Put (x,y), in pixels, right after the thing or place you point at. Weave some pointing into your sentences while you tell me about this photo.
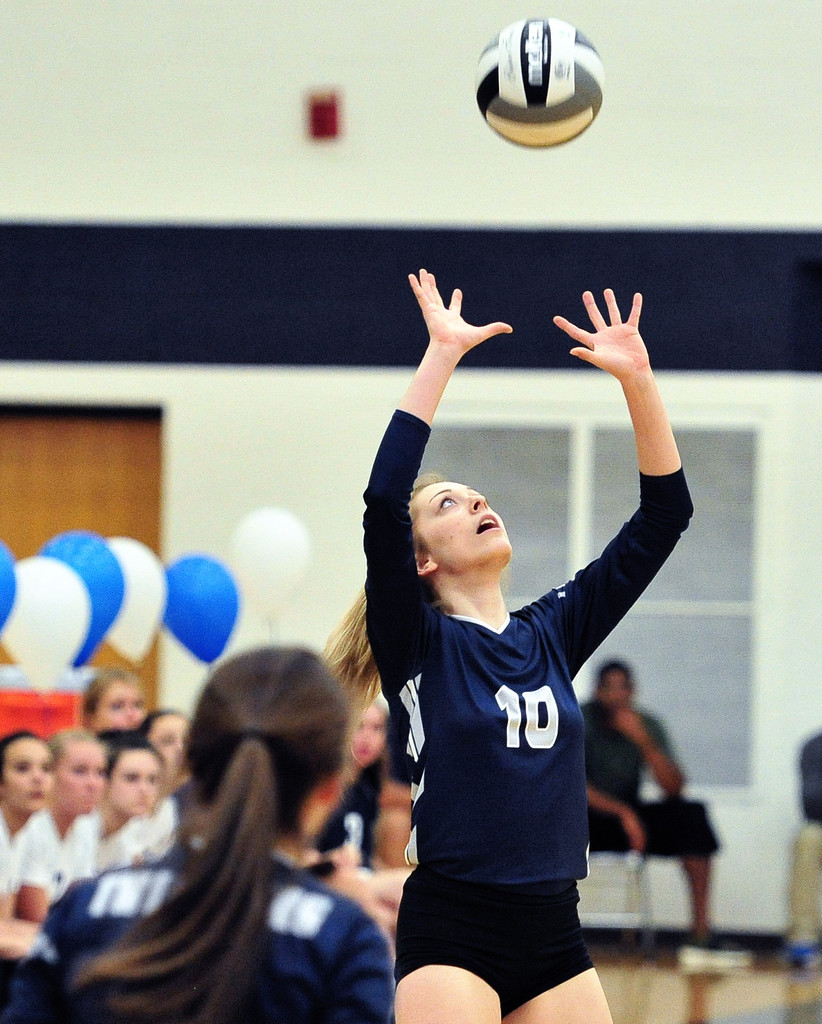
In this picture we can see two women (450,760) and a ball (507,128) is in the air (566,142) and in the background (596,462) we can see balloons (122,568), window (529,551), wall (171,191) and a group of people (72,806) sitting on chairs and some objects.
